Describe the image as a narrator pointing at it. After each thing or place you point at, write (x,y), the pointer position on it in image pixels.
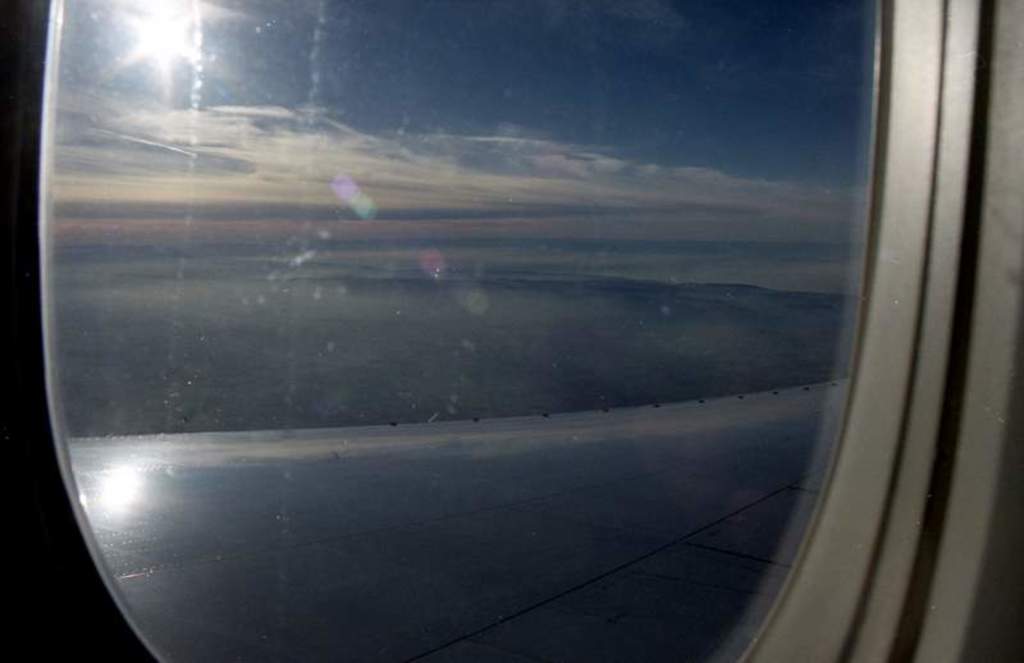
In this picture we can observe window (152,605) of an airplane (926,247). There is a wing (515,520). In the background (120,287) there is a sky (275,201) with clouds (250,122) and sun (154,55).
